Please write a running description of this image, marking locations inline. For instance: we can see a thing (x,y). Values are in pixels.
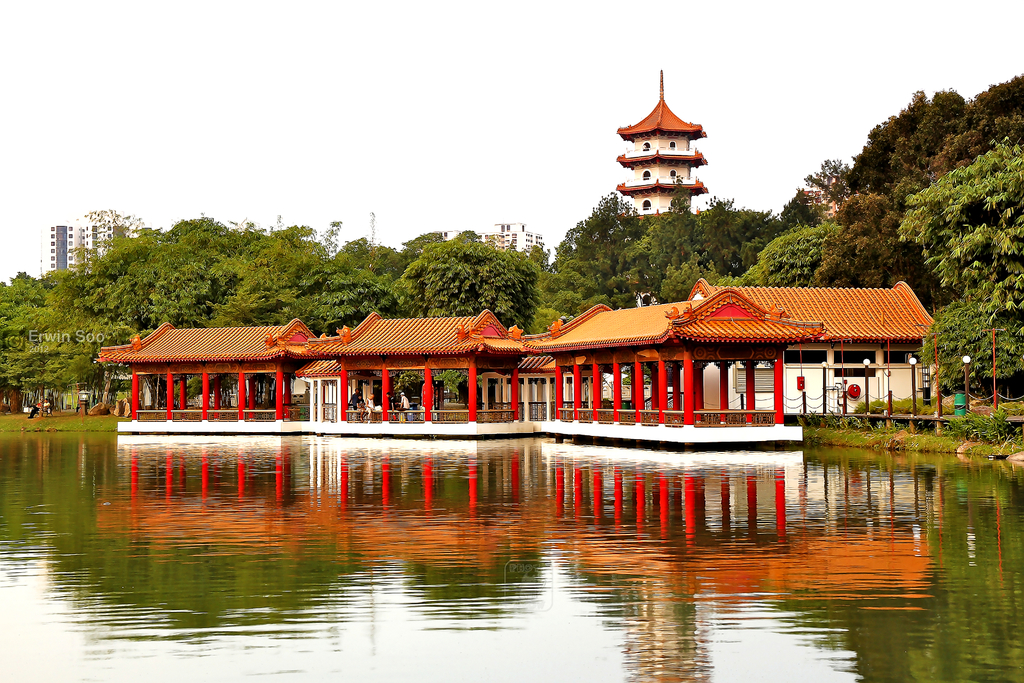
There is water (609,504) on which, there are three shelters (542,409) built. In the background (899,276), there are trees (952,232), buildings (827,306) and there are clouds (716,54) in the sky (716,54).
